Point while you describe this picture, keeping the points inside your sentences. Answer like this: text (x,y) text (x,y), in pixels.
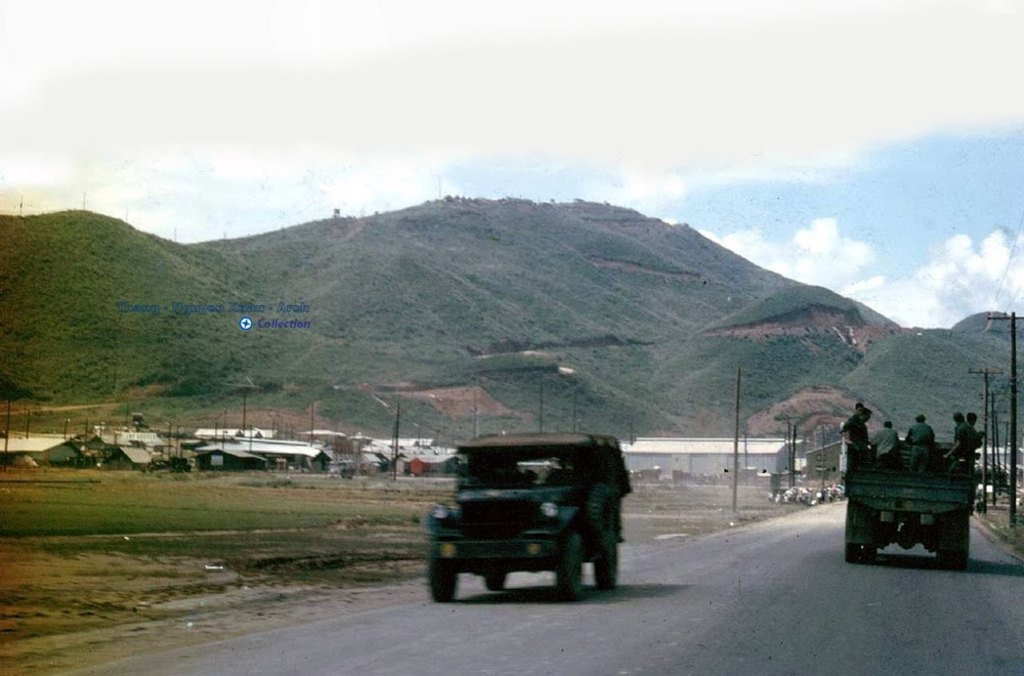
There are vehicles (931,487) on the road (752,654). Here we can see few persons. This is grass (196,549). There are poles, sheds (785,456), and mountain (417,298). In the background (812,195) there is sky (912,244) with clouds (935,279).
